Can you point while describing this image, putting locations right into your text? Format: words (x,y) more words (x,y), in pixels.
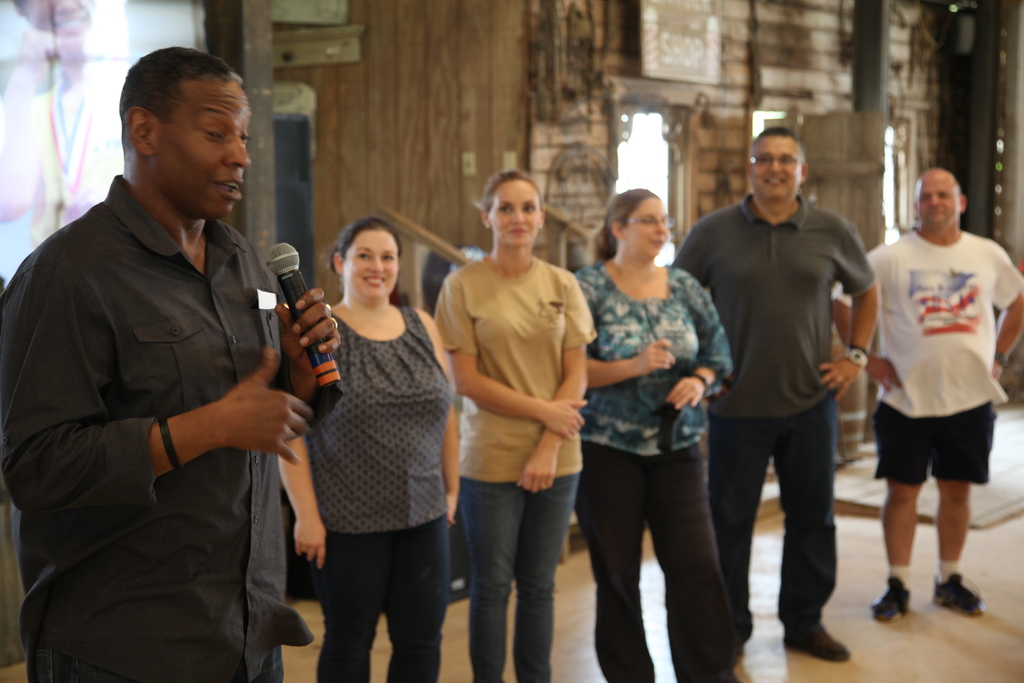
In this image, we can see six people (389,428) are standing on the floor (908,643). On the left side (205,240), we can see a man (277,405) wearing a black color shirt (274,344) and holding a microphone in his hand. In the background (519,48), we can see a wood wall (323,190), glass windows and a photo frame (717,30) attached to a wall (386,63).
